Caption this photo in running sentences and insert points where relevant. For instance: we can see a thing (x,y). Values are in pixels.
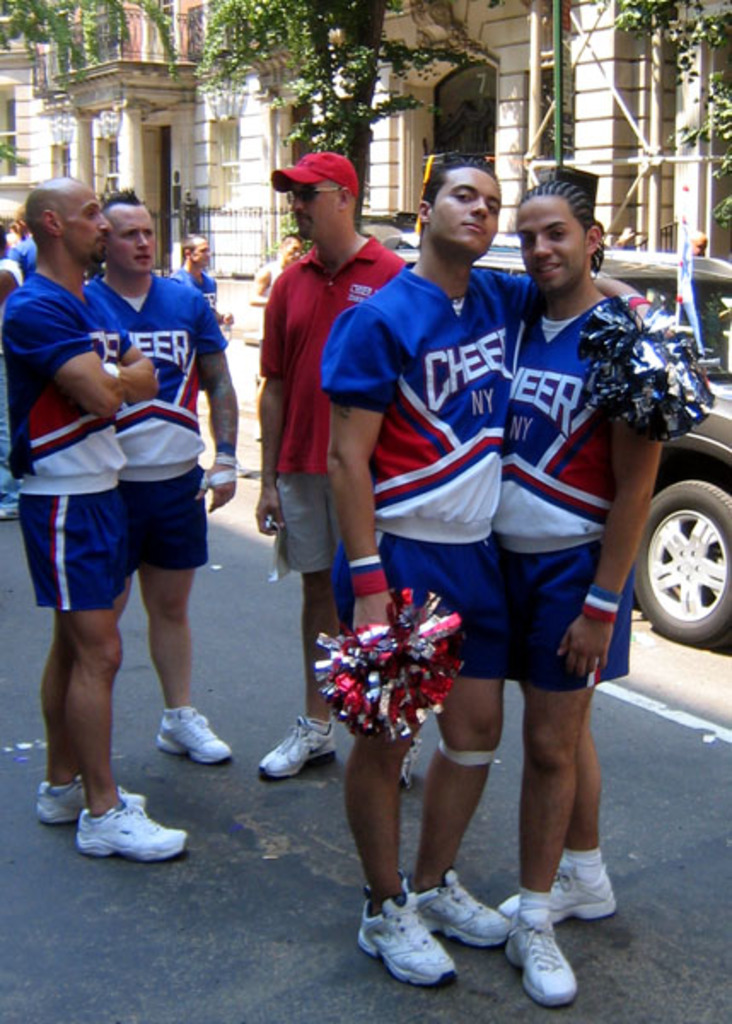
In the center of the image (308,524) there are group of persons (78,500) standing on the road (186,951). In the background (4,50) there is a car (703,291) and building (200,53).
